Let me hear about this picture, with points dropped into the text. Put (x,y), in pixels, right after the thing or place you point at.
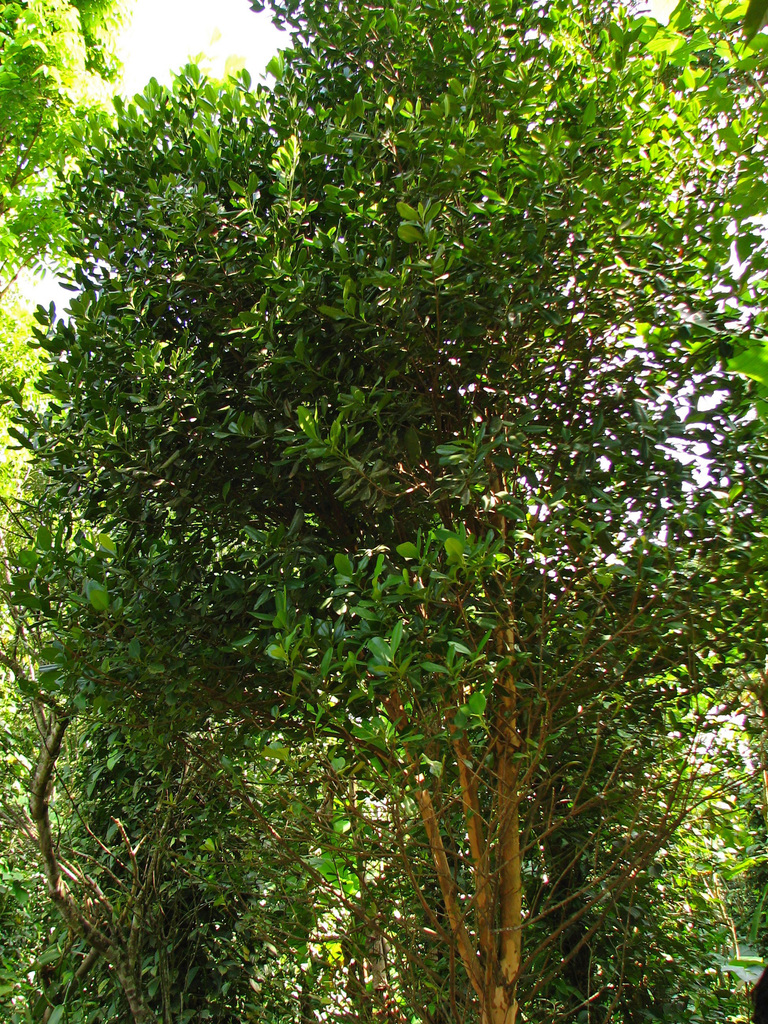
In this image I can see the trees (399,532) in green color and the sky (163,50) is in white color.
